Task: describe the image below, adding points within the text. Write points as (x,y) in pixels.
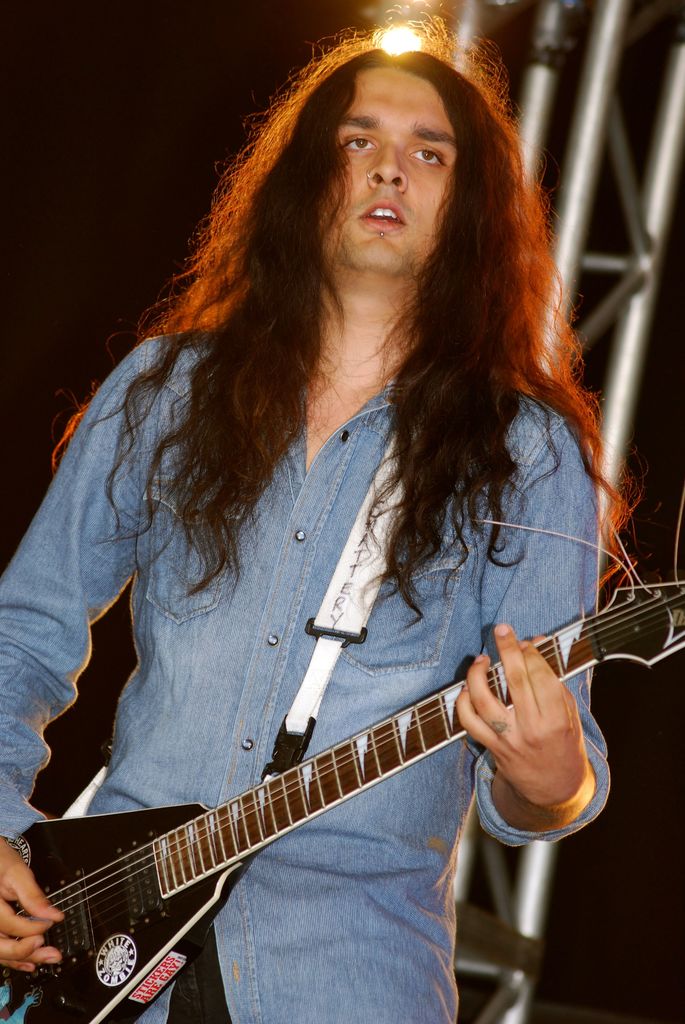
In this image i can see a person (334,569) wearing a blue shirt (235,614) is holding a guitar (336,754). In the background (611,303) i can see few metal rods (606,310) and a light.
